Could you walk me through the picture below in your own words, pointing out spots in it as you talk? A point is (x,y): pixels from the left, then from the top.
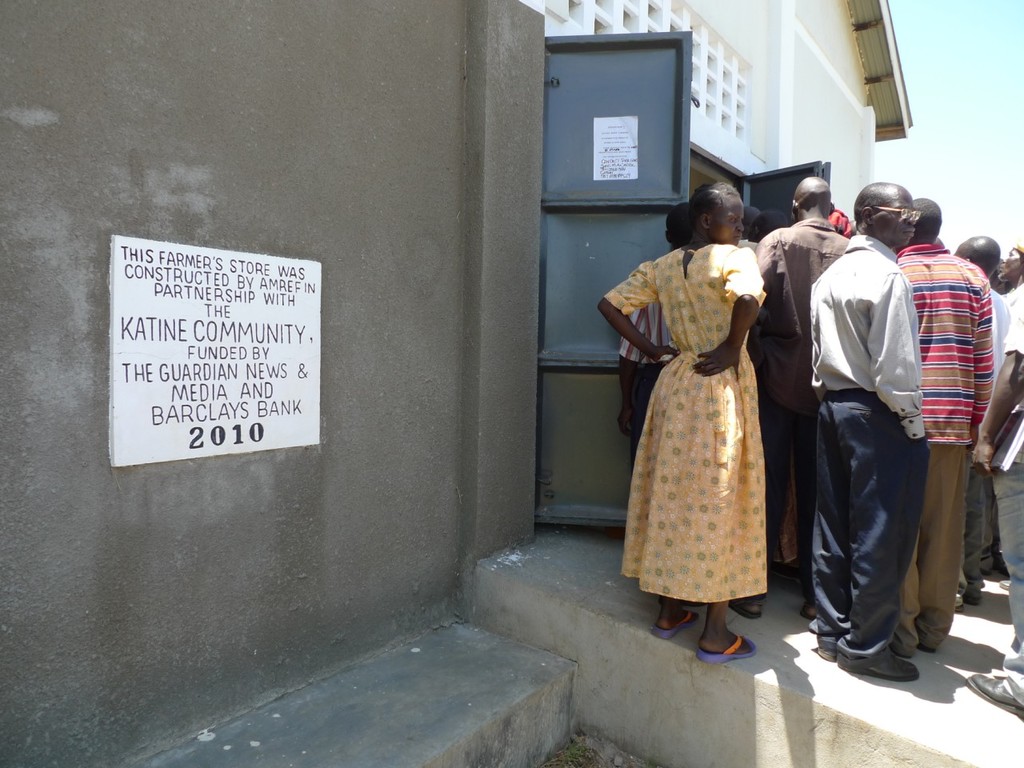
In this picture I can observe some people (720,428) standing on the land (1001,614). There are men (913,371) and a woman (743,343) on the right side (723,412). I can observe white color board (199,395) on the wall (102,304) on the left side (148,349). I can observe some text (201,368) on the board (136,361). In the background (876,151) there is sky (938,136).
